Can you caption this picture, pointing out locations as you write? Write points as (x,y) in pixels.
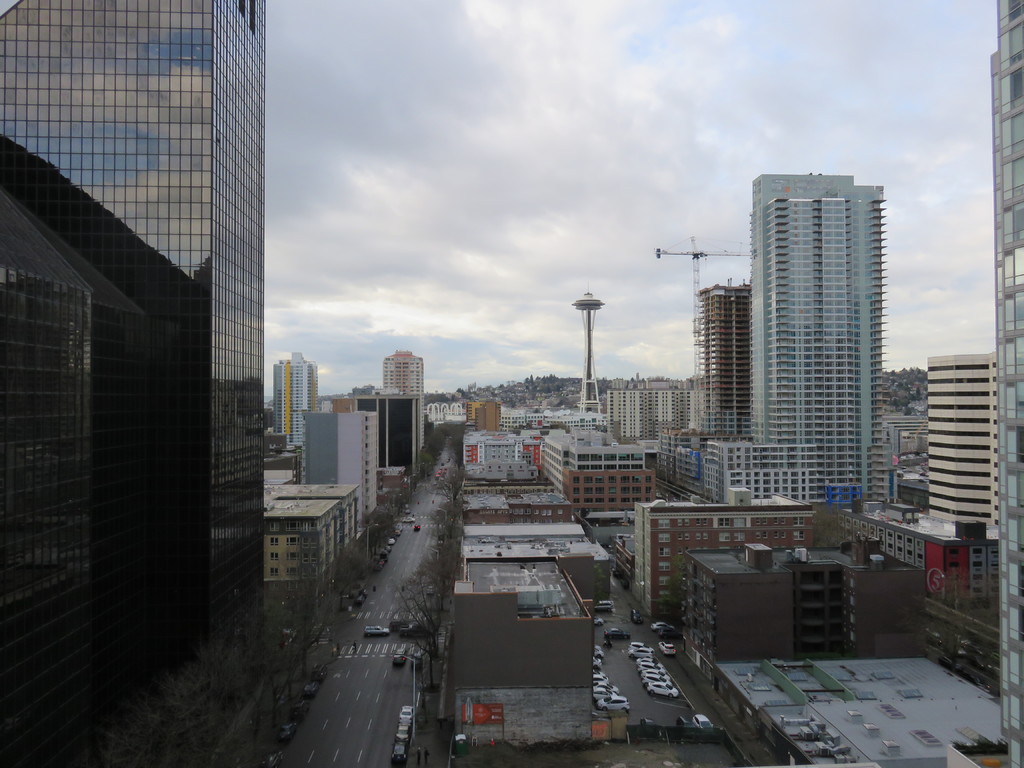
This picture shows few buildings (244,16) and we see trees (416,606) and few cars (383,632) parked and few are moving on the road (409,642) and we see a tower (584,352) and a crane (692,253) and we see a blue cloudy Sky (485,196).
